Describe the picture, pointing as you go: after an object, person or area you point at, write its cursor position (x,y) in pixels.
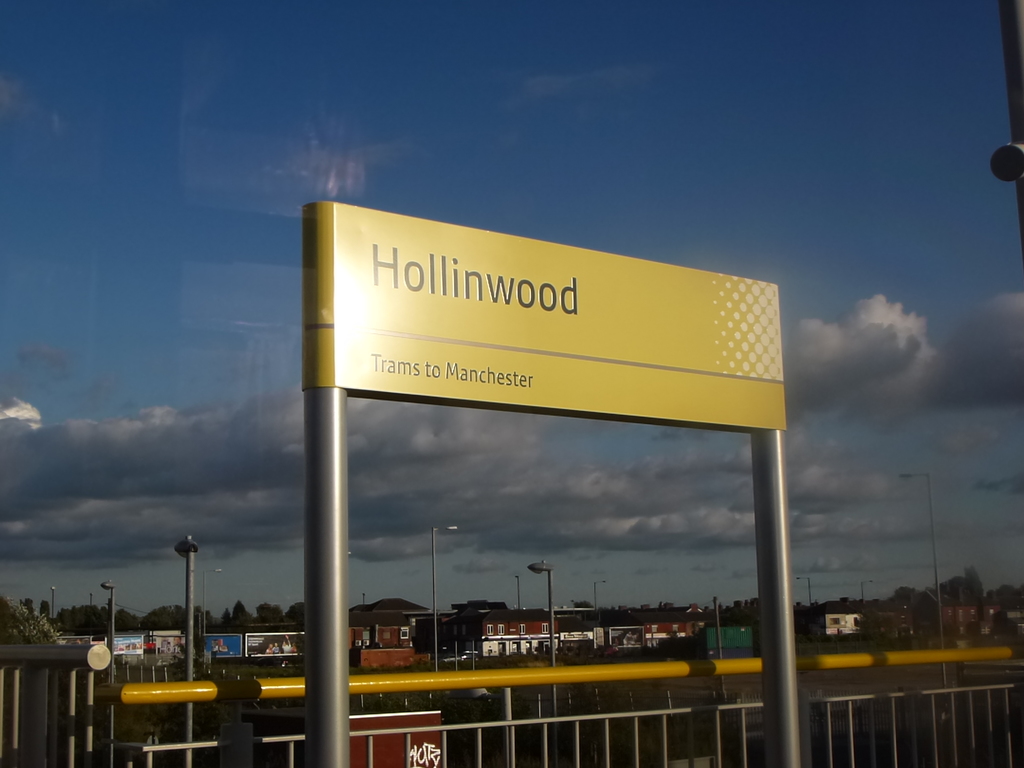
In this image I can see a yellow colour board (776,413) and on it I can see something is written. In the background (429,612) I can see number of poles (435,656), street lights (110,653), railings (586,669), trees (206,619), buildings (370,665) and I can see sky (662,183) and clouds (96,555) in background (702,453).
